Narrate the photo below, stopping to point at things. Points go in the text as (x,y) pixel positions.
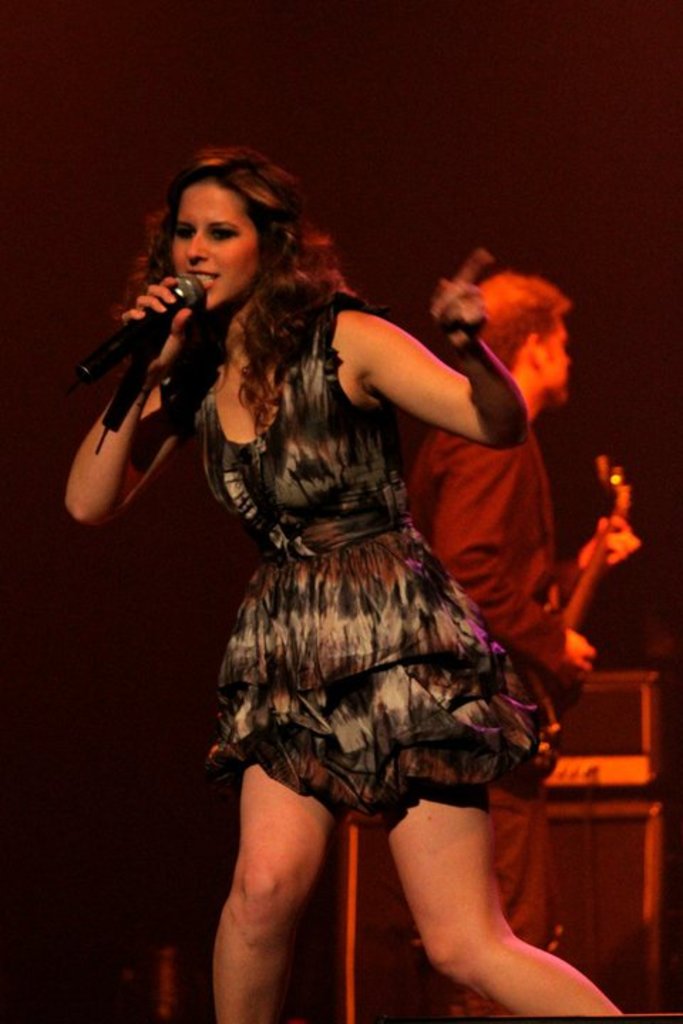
In the center (380,491) we can see one woman (252,408) holding microphone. And back we can see one man (546,557) holding guitar (544,699).
